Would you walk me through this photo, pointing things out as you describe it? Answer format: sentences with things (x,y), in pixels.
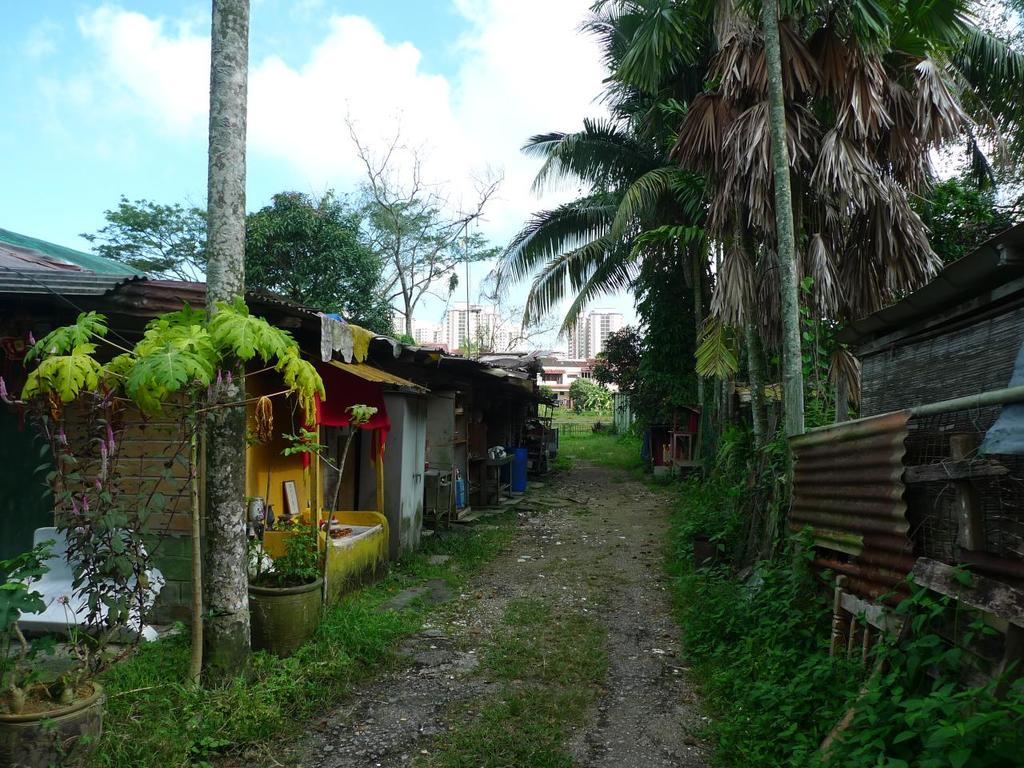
In this image I can see a walkway (599,699) in the center (578,509). There are tin sheets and trees (652,352) on the right (718,20). There is a plant (229,379), tree trunk (209,504) and houses (541,356) on the left (161,386). There are trees (389,256) and buildings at the back (490,319).
